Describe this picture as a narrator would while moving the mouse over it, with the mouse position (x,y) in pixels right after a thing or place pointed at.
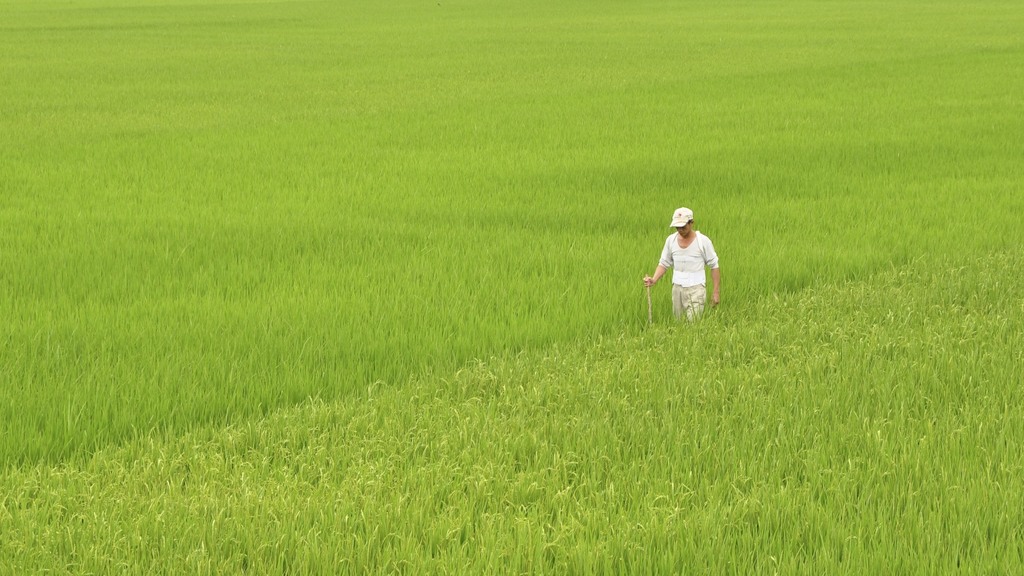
In the middle (672,242) a man (690,305) is there, he wore white color t-shirt (689,264) and a cap (675,224). This is the crop (521,341).
